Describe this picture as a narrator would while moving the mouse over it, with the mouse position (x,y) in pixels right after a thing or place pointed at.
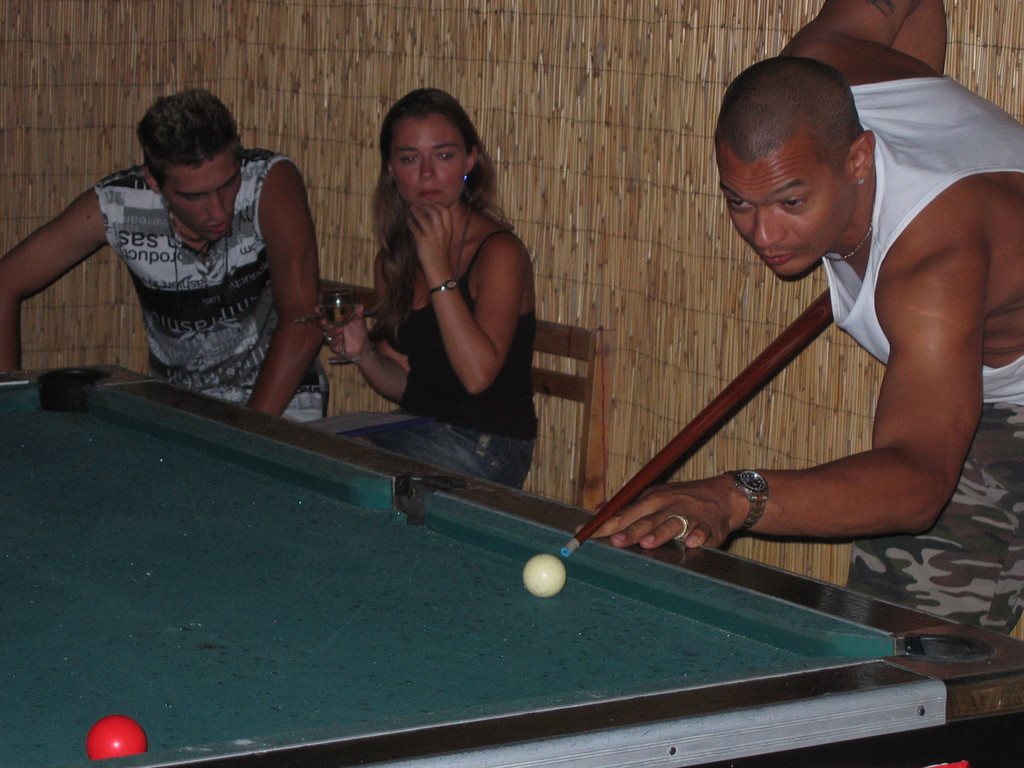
In this picture we can see three persons (846,152) man (290,222) on left side (239,263) sitting and woman (376,288) beside him holding glass (343,319) in her hand (365,359) and sitting on a chair (582,400) and man (758,176) on right side (748,243) standing and hitting the ball (550,558) on table (367,539).
